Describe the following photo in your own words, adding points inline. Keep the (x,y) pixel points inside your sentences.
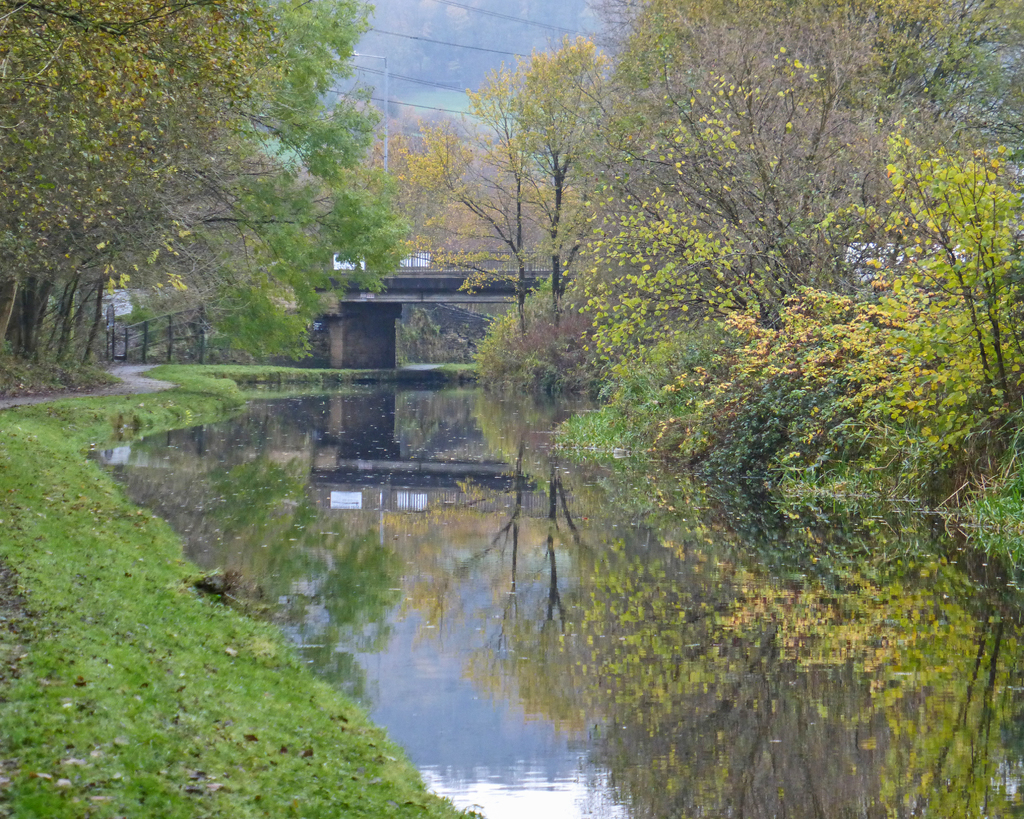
This is an outside view. In the middle of the image (423,513) there is a canal (551,553). On both sides of the image, I can see many trees (296,235). In the bottom left-hand corner (84,674) I can see the grass (124,738). In the background (418,271) there is a bridge (386,326).
